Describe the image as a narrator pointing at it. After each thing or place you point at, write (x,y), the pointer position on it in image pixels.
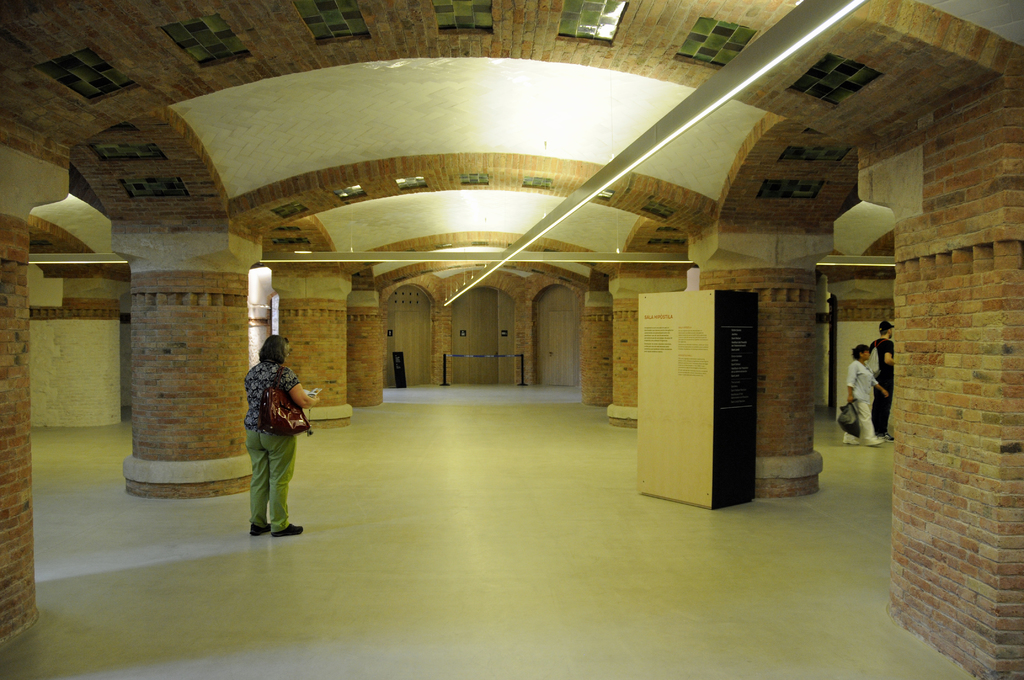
This image is taken inside the building (503,238) with red bricks (339,317). In this image we can see there are few people (262,484) stand and walking on the floor (618,600). There is an object (691,427) in front of the wall (901,438). At the top (373,194) there is a ceiling (465,191) with lights (625,261).
